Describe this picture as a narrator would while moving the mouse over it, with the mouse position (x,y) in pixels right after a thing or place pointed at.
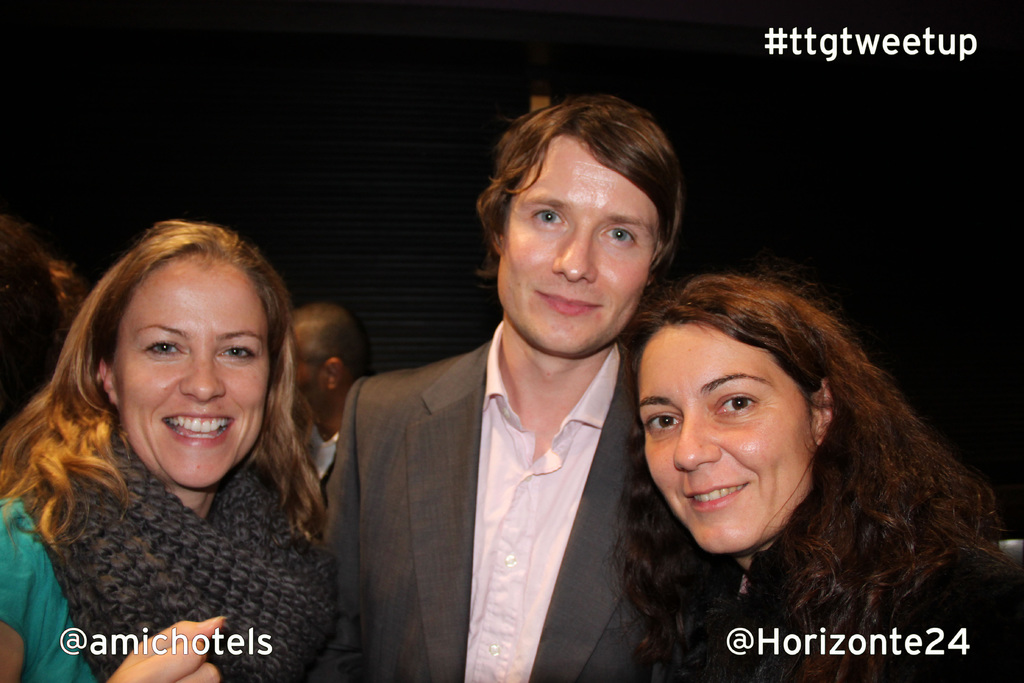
In this image, we can see three persons (508,645) are watching and smiling. Background (334,377) we can see people (324,386), black color object (389,274) and dark view.
